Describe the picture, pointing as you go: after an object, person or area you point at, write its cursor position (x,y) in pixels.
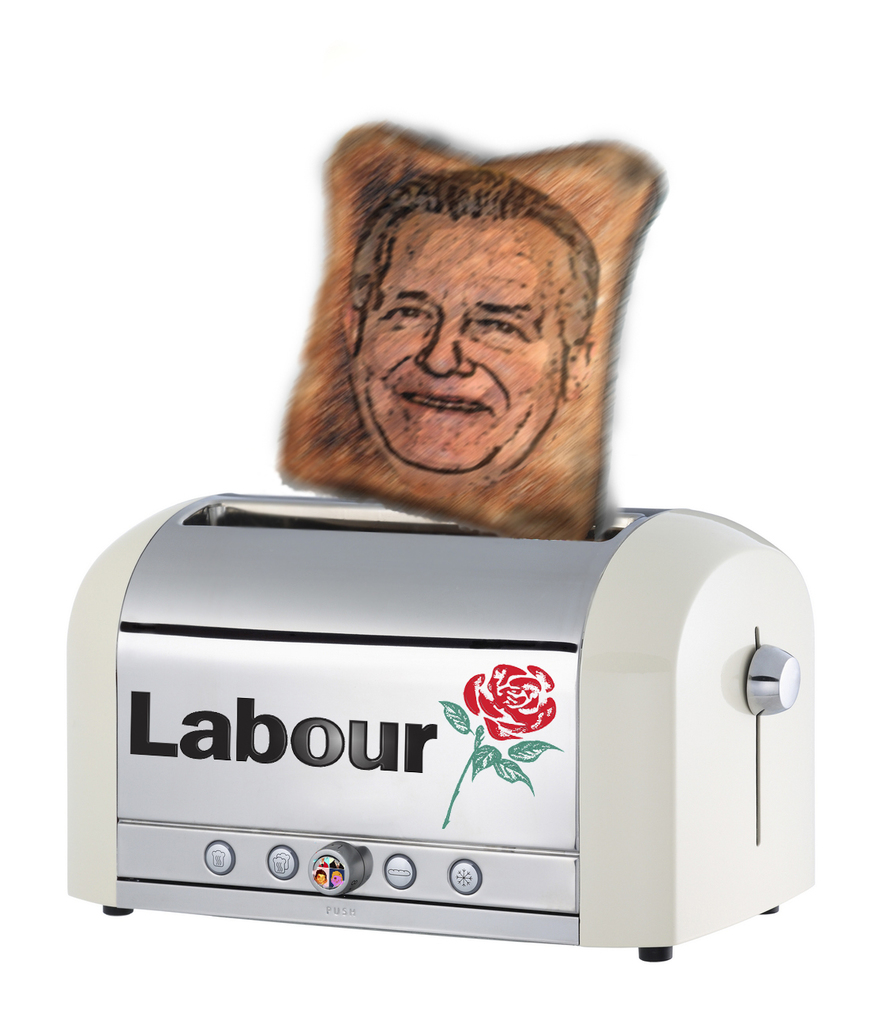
In this image I can see a toaster (391,840) on which there is a rose print (518,695). There is a toast (439,361) on which there is a print (480,359) of a person's face (428,384). There is a white background (54,19).
